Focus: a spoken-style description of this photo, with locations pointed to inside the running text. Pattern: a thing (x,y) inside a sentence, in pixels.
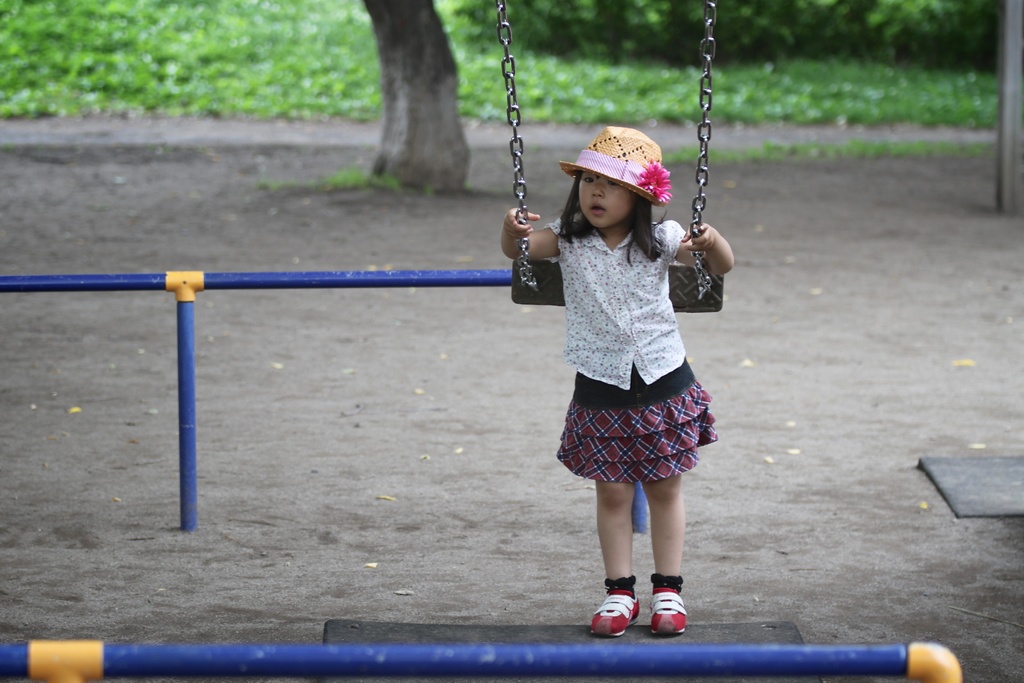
In this picture we can see a girl (619,310), she wore a cap (634,130), and she is holding a cradle (551,274), in the background (438,100) we can find few metal rods (363,277) and trees (439,48).
